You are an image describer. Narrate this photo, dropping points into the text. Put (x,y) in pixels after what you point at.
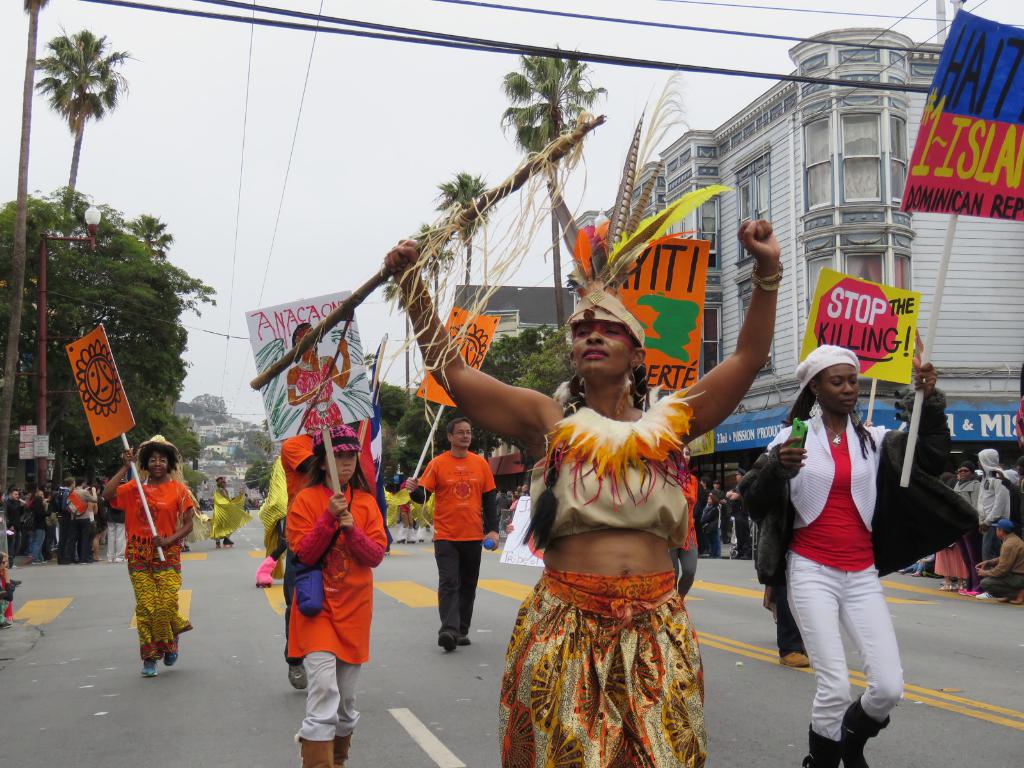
In the foreground of the picture (370,482) there are people (490,471) on the road (500,625). In the background (151,324) there are trees (69,287) and buildings (710,476). In the center (399,485) the picture there are people (585,498). Sky (244,365) is cloudy.
